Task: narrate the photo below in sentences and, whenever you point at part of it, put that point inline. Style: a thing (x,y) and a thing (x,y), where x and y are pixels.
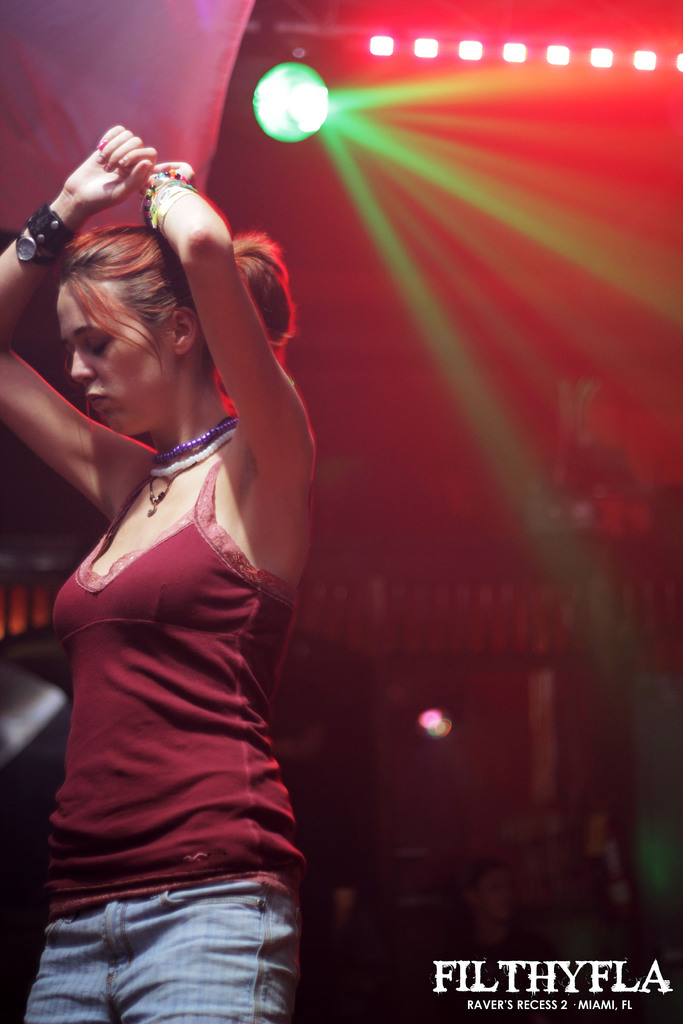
On the left side of this image (113,548) I can see a woman (181,776) wearing red color t-shirt (172,727), jeans (176,932) and dancing. In the background (271,136), I can see some lights (460,55). On the right bottom of the image (546,990) I can see some text (497,998).
